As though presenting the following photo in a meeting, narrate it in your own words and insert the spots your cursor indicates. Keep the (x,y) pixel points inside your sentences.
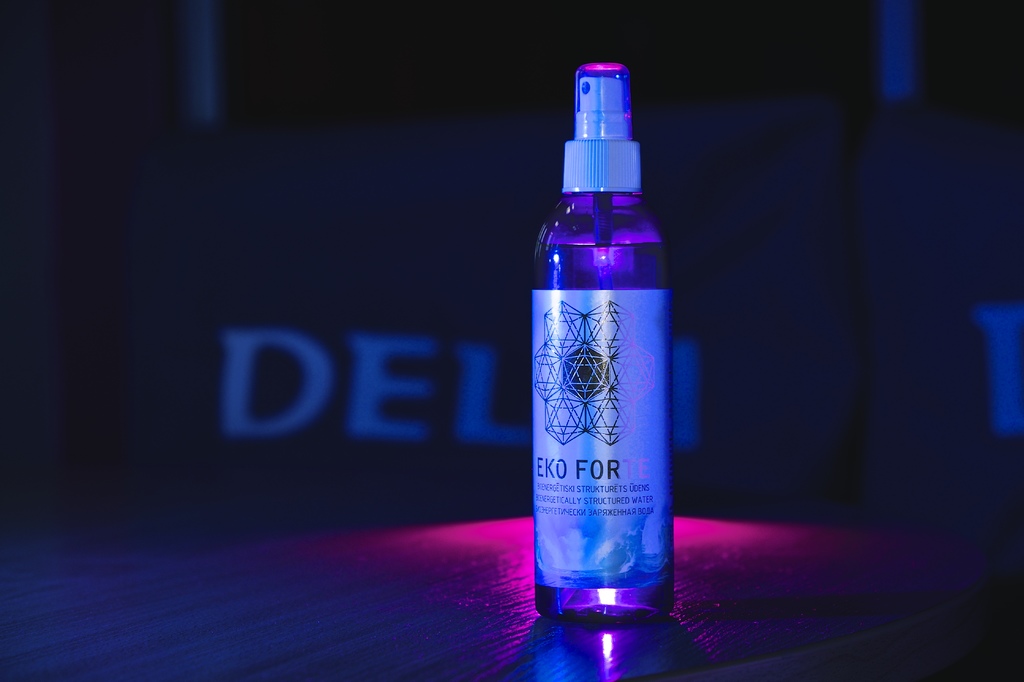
It's a bottle (549,476) with a label (636,361) on it.
